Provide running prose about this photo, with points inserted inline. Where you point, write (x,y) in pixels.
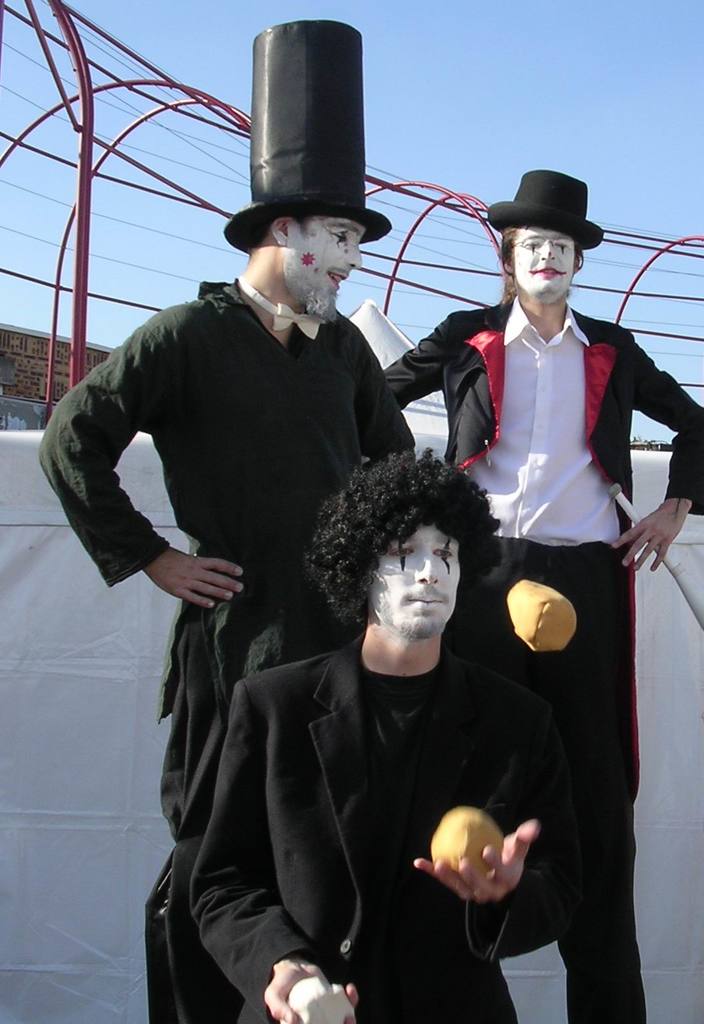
In this picture there are two persons (567,381) standing and there is a person (556,845) standing and holding the objects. At the back (74,253) there is a railing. At the top (405,234) there is sky (149,104).
